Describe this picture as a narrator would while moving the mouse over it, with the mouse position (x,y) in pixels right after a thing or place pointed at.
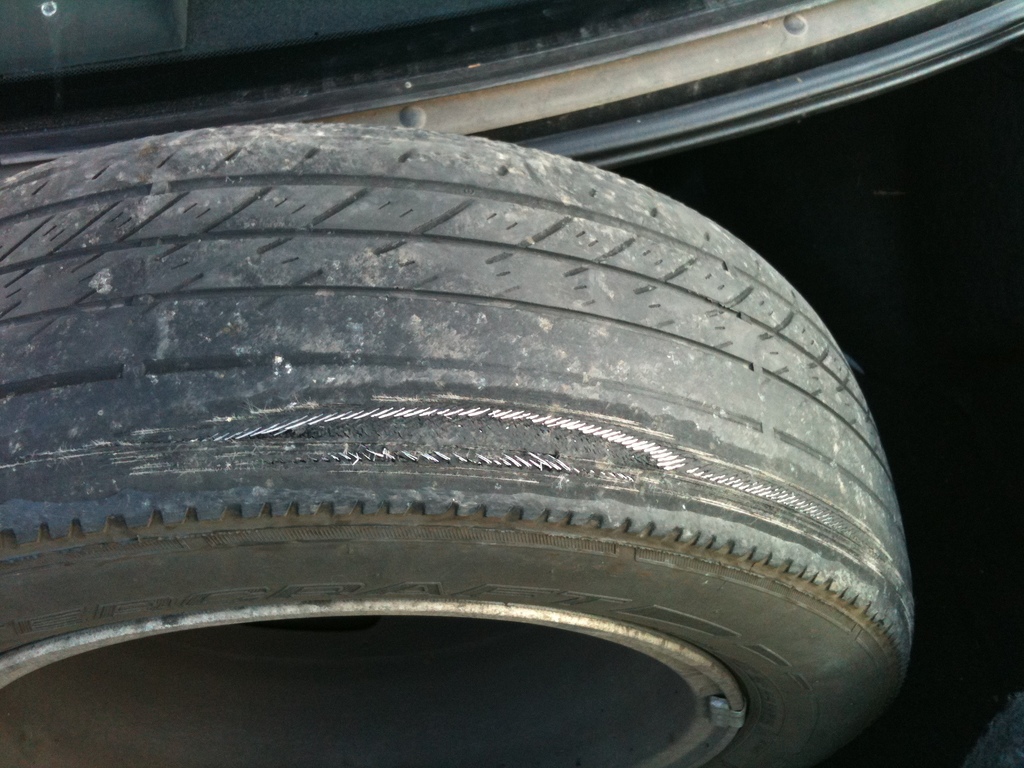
In this image we can see a tyre (694,449).
